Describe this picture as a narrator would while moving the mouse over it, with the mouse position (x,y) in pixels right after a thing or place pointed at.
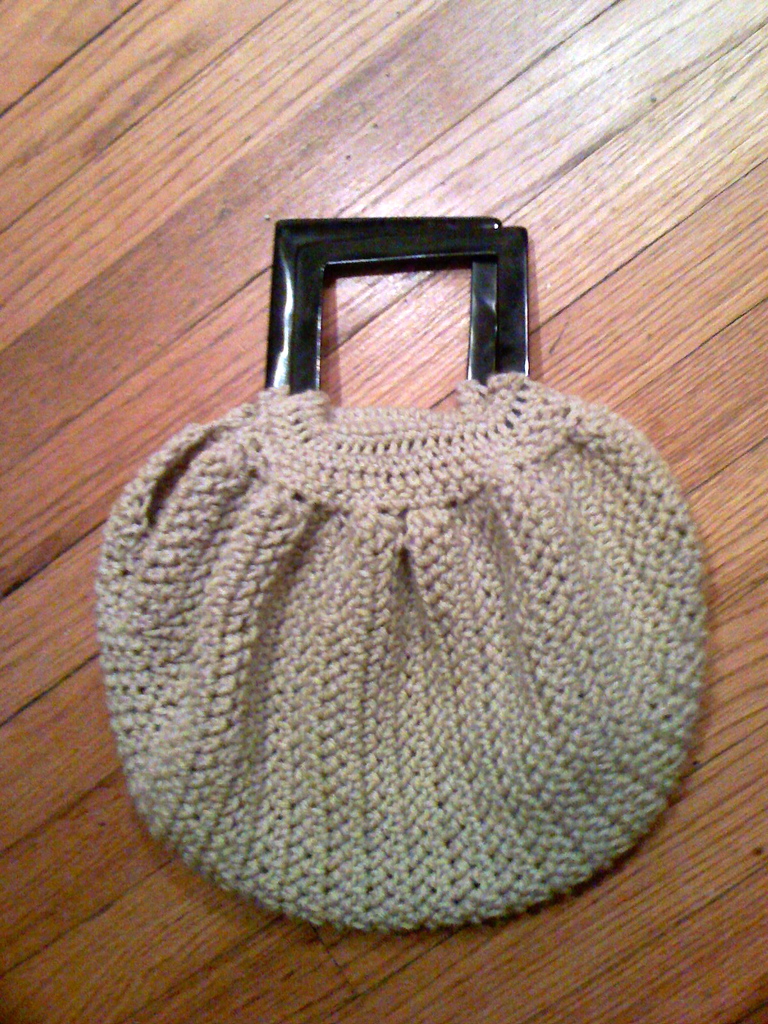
We can able to see handbag (475,502).
